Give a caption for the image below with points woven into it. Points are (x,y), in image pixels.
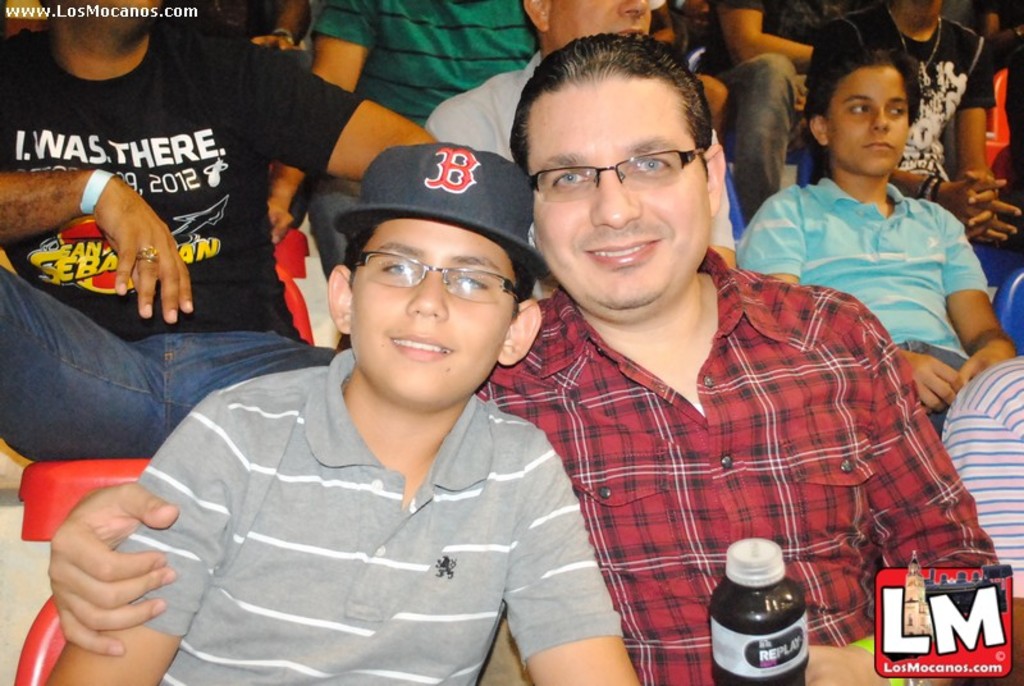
On the right side of the image (762,353) we can see a man (671,492) wearing red shirt (773,531) is sitting on the chair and holding a bottle (759,598) in his hands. There is a boy (431,427) wearing t shirt (410,549) and cap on his head (417,238) is sitting on the left side of the image (317,571). There are few more people (305,139) sitting in the background (971,203).
